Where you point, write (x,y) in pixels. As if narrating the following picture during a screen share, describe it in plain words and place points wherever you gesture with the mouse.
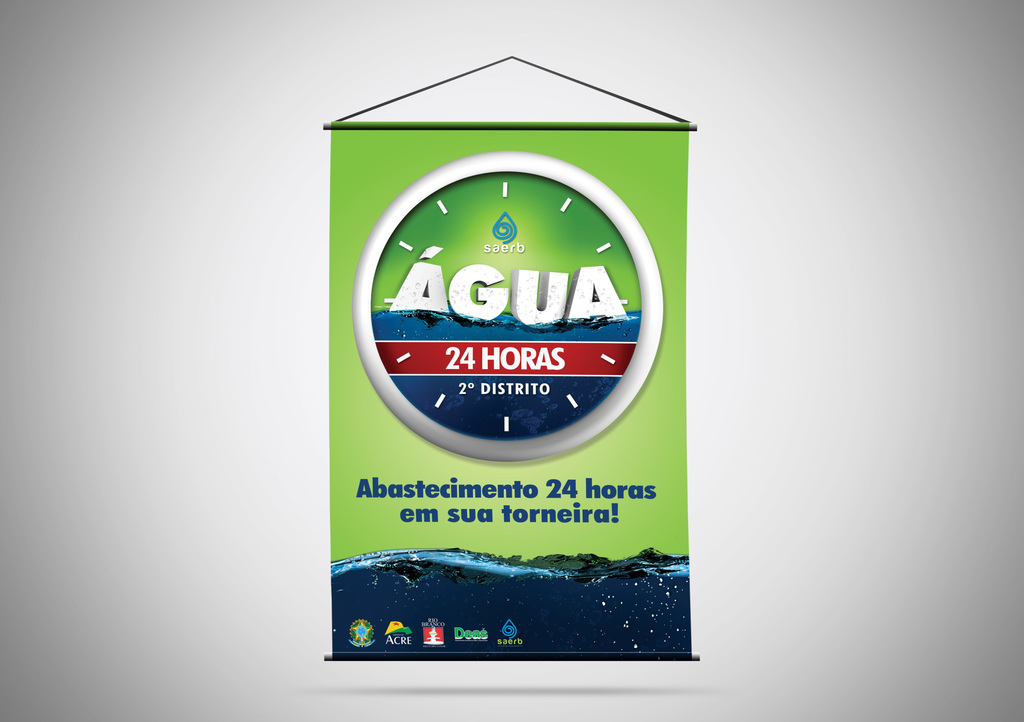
This picture consists of a poster (534,142), in the poster (565,532) at the bottom (467,628) there are logos (399,634) and water (435,605). In the center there is a text (502,488). The banner (470,396) is in green color. The picture has white surface (267,182).
